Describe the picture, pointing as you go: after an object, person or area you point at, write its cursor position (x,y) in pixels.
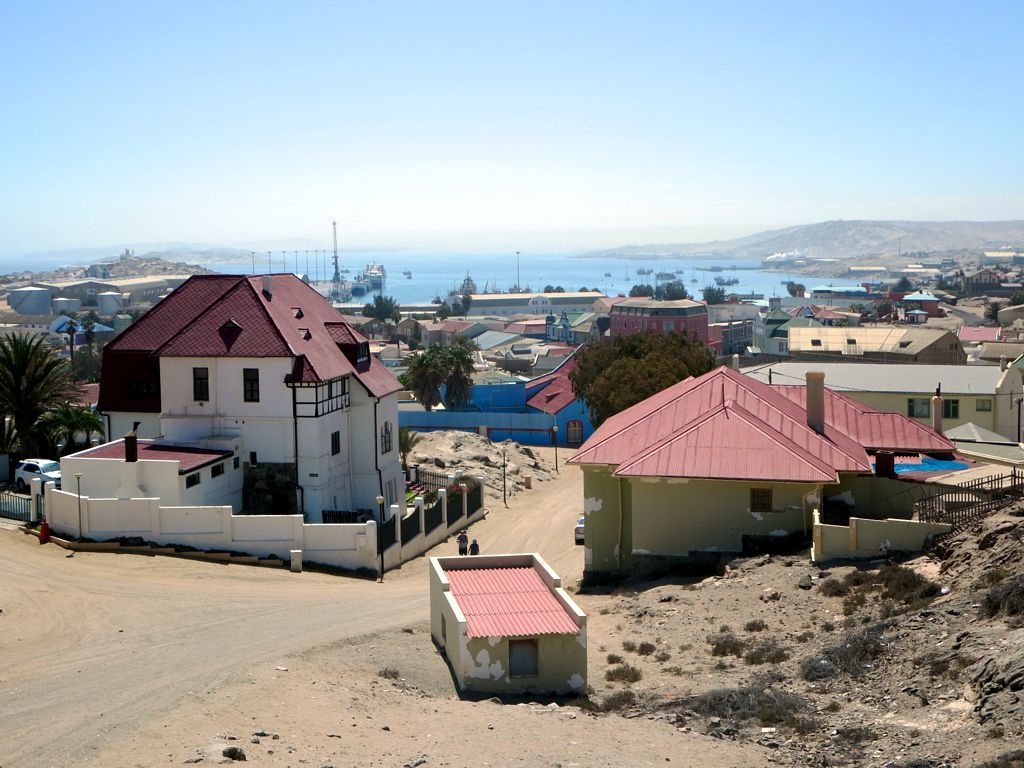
In this picture we can see houses (355,325), some vehicles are parked on the path (499,515), wall (300,538), shed (482,576), poles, trees (423,371), water (398,259), hills (935,254) and a sky (417,67).
